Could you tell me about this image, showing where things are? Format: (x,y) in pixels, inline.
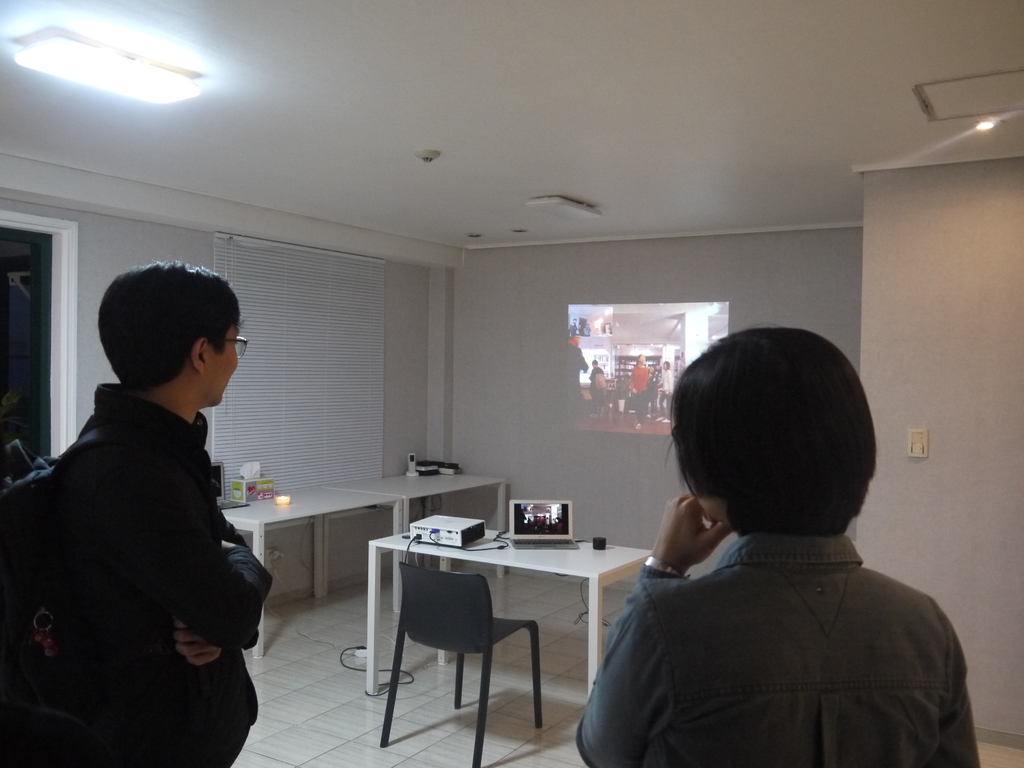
The picture is taken inside a room (906,379). There are two people (820,471) in the room (604,460) looking at the wall (451,367) as something (605,308) is displayed on it using a projector (465,528). The man (207,532) to the left corner (183,512) is wearing a backpack (30,509) and spectacles (242,345) too. In the room (321,363) there are tables (372,483) and a chair (483,605). On the table (403,540) there is a laptop (520,528), projector (426,531) and cables (419,542). there is a bulb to the ceiling (882,152). There is glass window (30,280) and window blinds (300,272). In the picture (602,356) displayed on the wall (598,348) there are few people (641,358) in it.
